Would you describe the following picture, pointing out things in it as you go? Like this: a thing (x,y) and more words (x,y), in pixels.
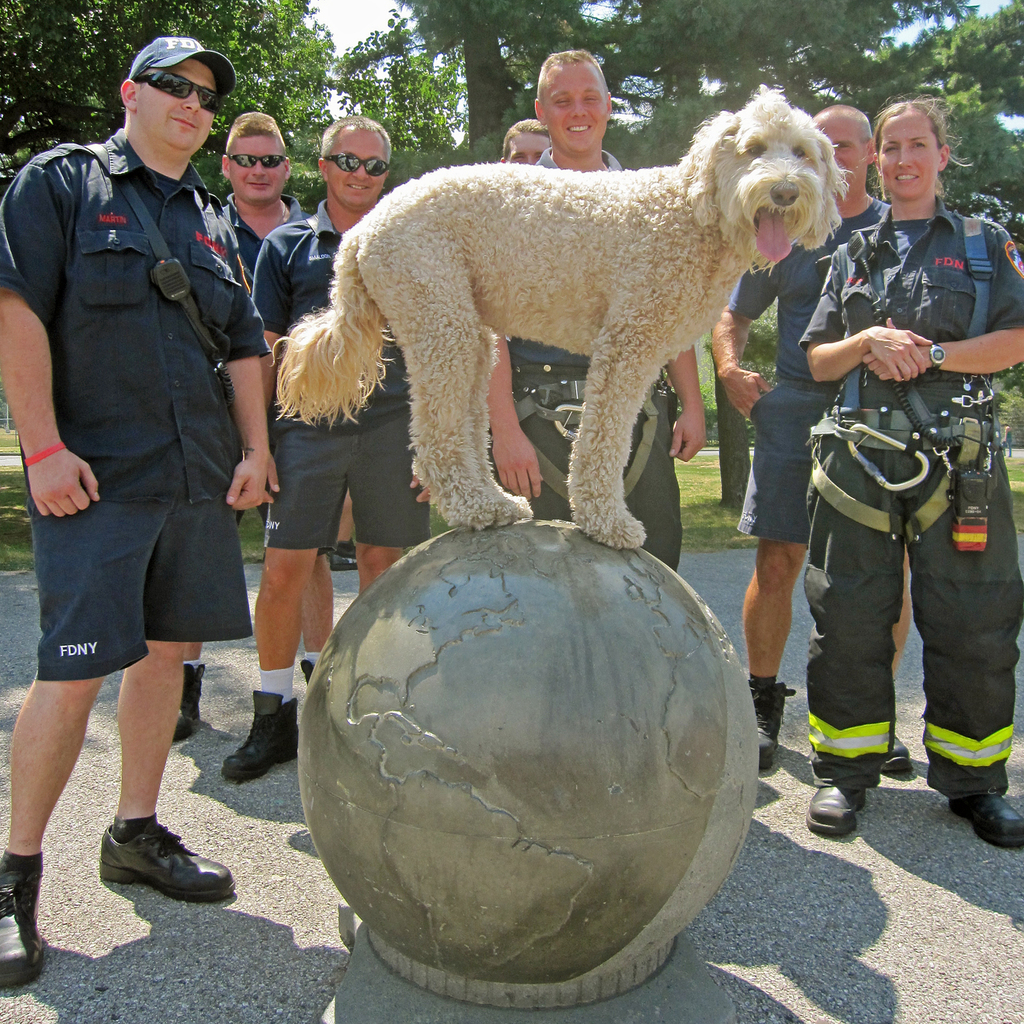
In this picture we can see a group of persons (296,222), dog (533,270) and in the background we can see trees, sky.
